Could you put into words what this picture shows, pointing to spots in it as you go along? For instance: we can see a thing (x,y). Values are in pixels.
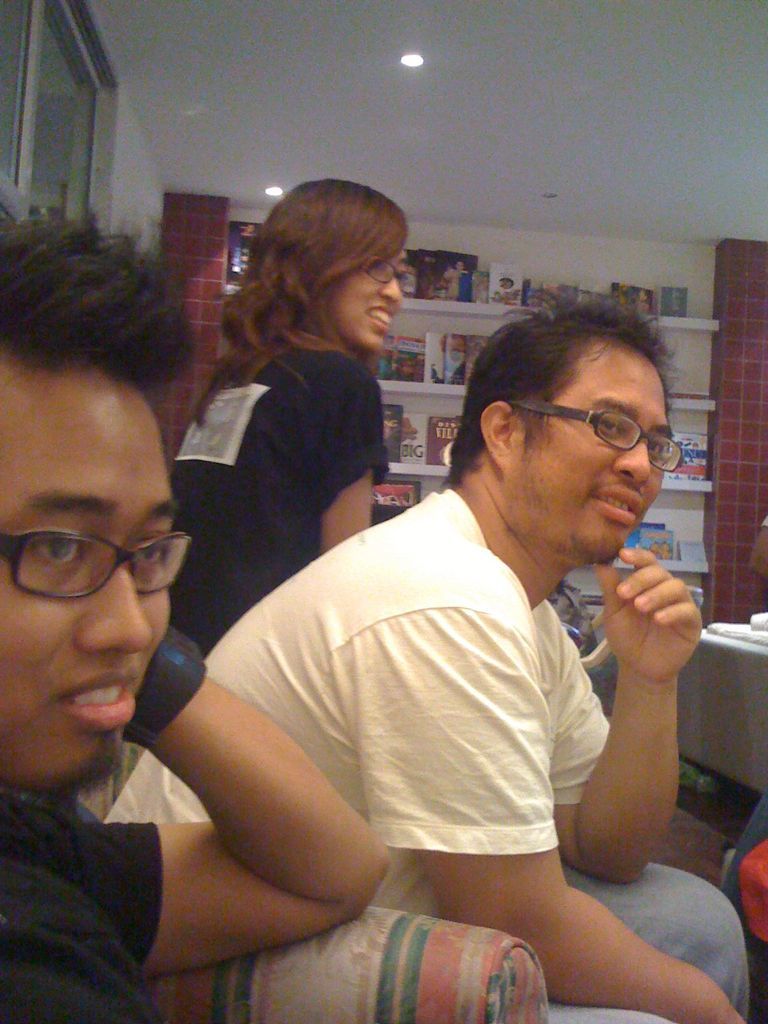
There are people (299,492) sitting and wore spectacle (62,573). Background (427,239) we can see books (434,284) and objects (434,267) in shelves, wall (663,269) and window (88,61). Top we can see lights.
